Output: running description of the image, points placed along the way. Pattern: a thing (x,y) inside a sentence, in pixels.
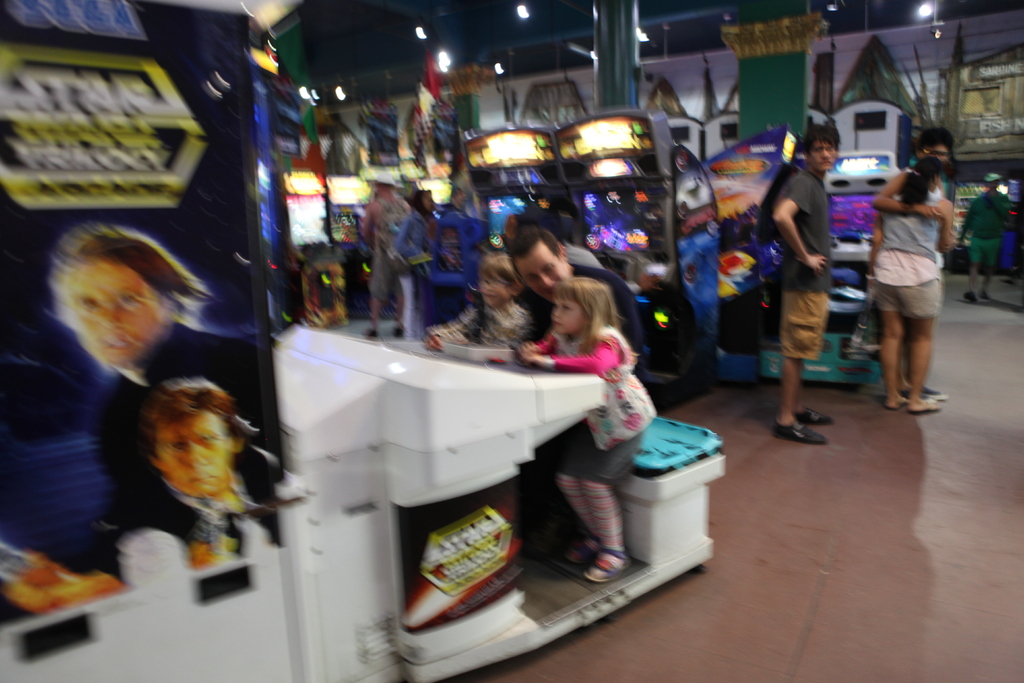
This image is taken inside the gaming zone (484,210). In this image we can see people (795,241) with kids (560,340). Image also consists of play stations (623,210) and also lights (930,6). On the left (87,372) we can see a hoarding (149,453). Floor (778,558) is also visible.
